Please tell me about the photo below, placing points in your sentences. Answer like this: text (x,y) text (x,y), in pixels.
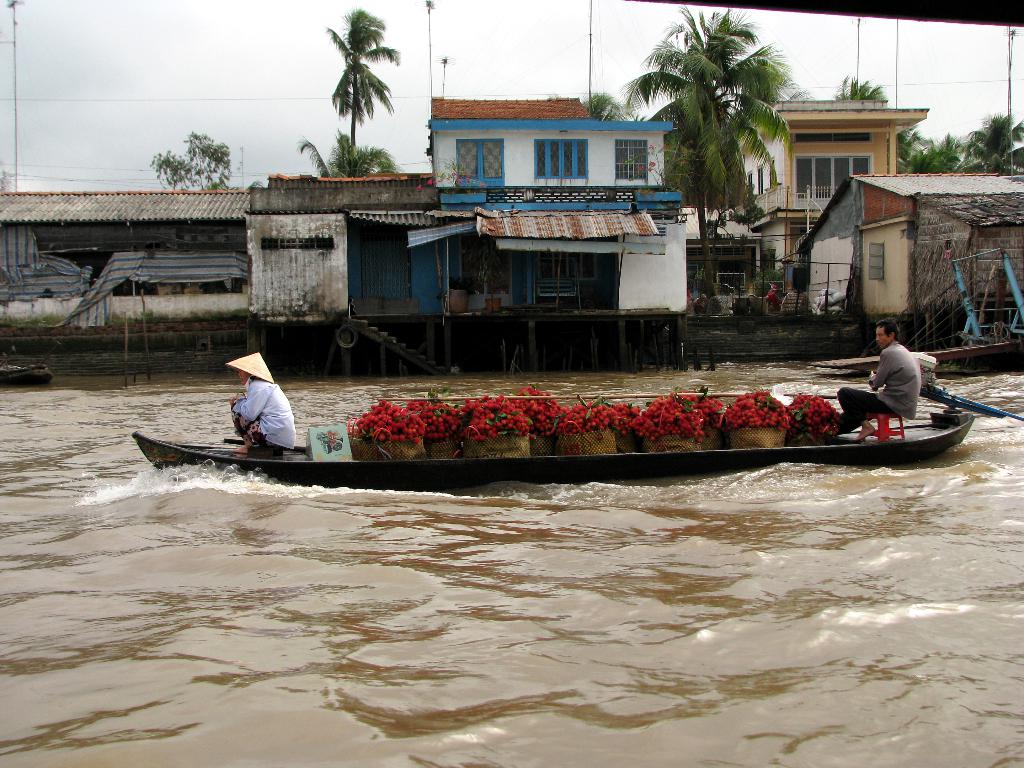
At the bottom of the image (426,550) we can see water (158,519), above the water (966,451) two persons (244,382) are sailing a boat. In the boat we can see some fruits (379,412). At the top of the image (58,251) we can see some buildings (1,219), trees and poles (1004,253). At the top of the image (335,78) we can see some clouds (202,70) in the sky (833,25).
